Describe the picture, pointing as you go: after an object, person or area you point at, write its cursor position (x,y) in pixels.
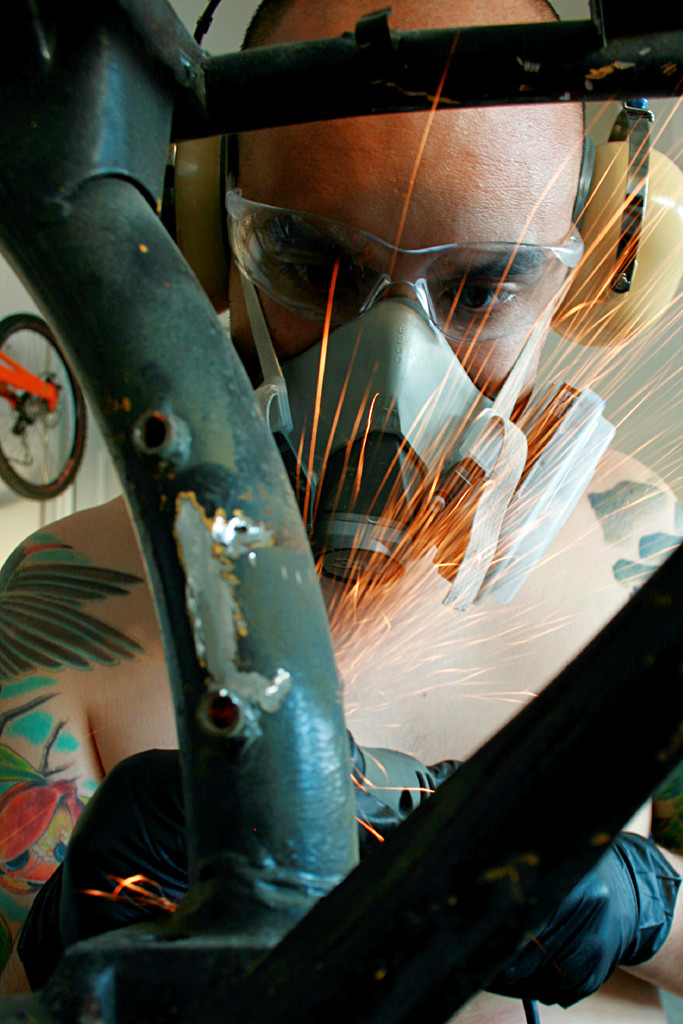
In this image, we can see a man (498,456) standing and it looks like he is doing the welding. He is wearing headphones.
